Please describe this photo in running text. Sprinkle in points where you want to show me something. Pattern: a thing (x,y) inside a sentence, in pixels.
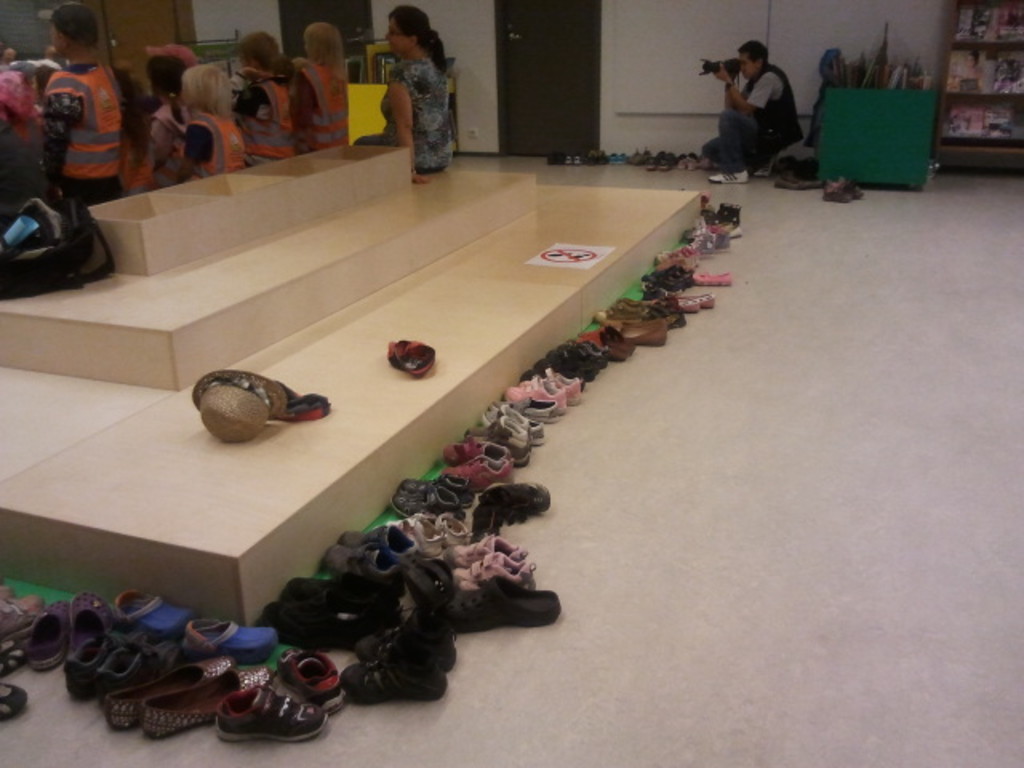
In this image we can see footwear (461,518) placed on the floor (585,496). In the background (329,128) there are persons (770,110) sitting on the floor (568,504) and one of them is holding camera (732,69) in the hands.
